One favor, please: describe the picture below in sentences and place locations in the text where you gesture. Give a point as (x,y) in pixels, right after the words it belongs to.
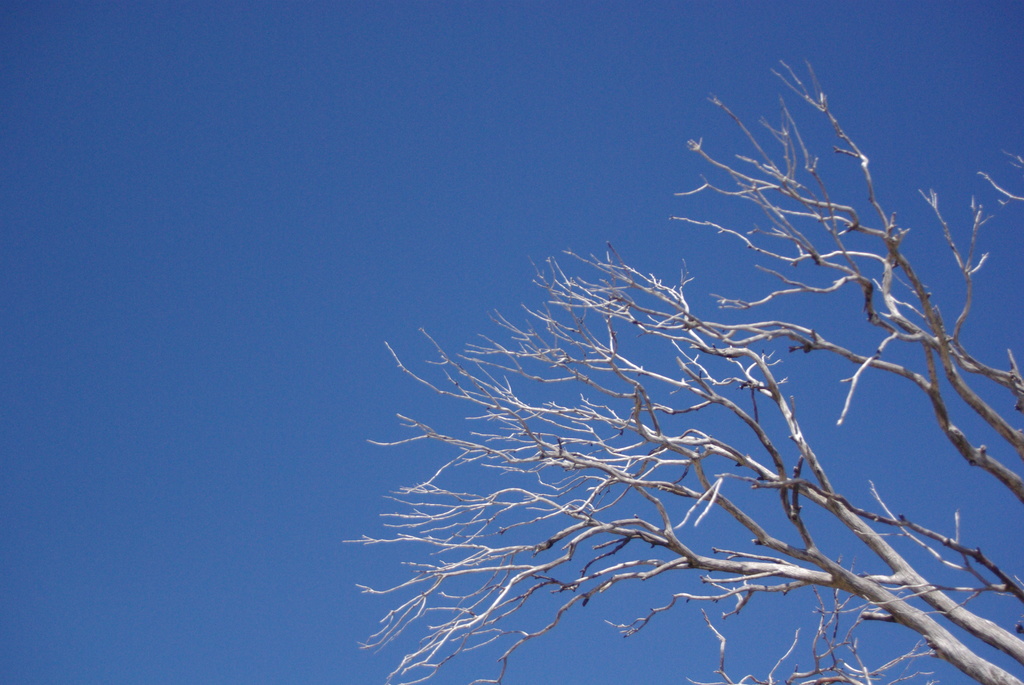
In the image there are branches (847,512) of a dry tree (1019,658).
